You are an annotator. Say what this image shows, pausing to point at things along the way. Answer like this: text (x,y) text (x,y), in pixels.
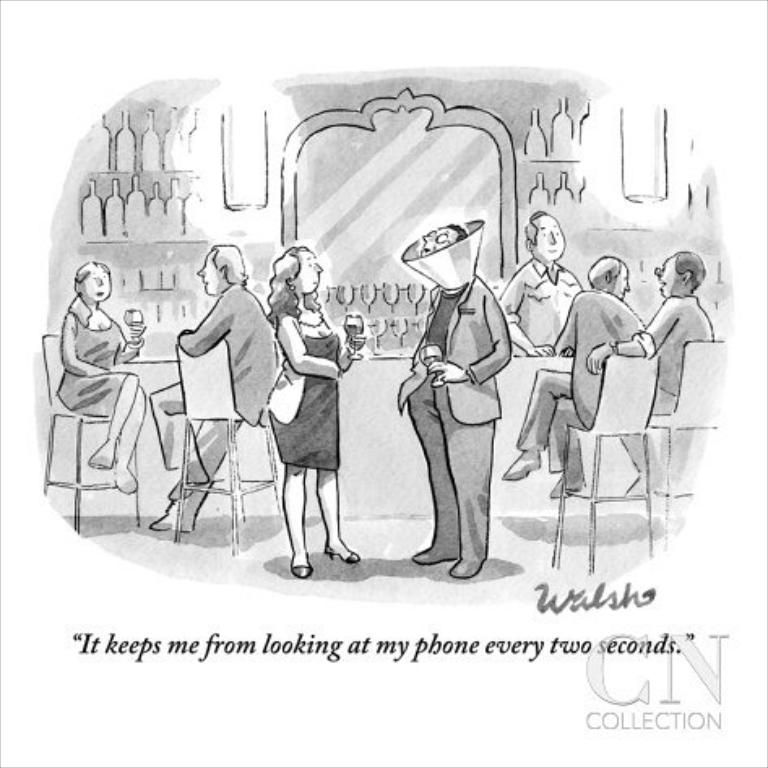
In this picture we can see a cartoon image, there are three persons (548,312) standing and four persons (524,423) sitting on chairs (716,400) in the middle (471,367), in the background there are glasses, we can see some text (616,642) at the bottom (624,648), it is a black and white image.
